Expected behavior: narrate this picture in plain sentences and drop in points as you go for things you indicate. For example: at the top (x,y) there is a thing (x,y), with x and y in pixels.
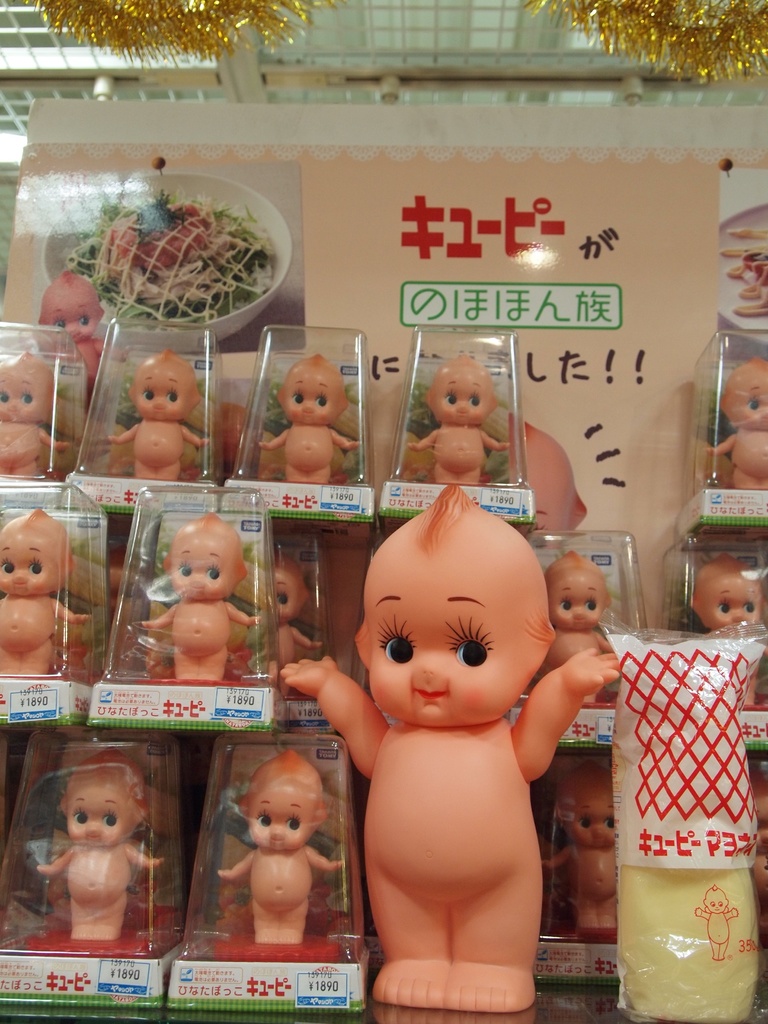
In the image in the center (262,629), we can see plastic packets (142,600). In the plastic packets (250,449), we can see baby toys (741,368). In the background (692,313) there is a wall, banner (296,278) and some decorative items (653,47).
